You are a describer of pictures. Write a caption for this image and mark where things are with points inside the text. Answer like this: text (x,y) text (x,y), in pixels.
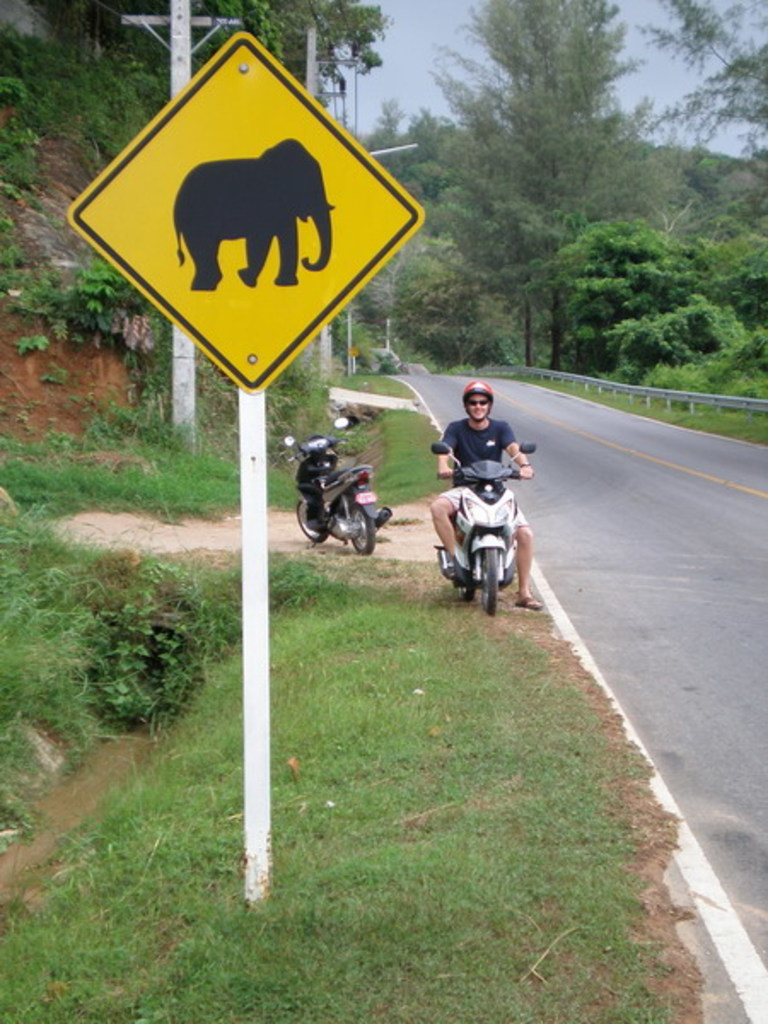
This picture is clicked in the outskirts (468,702). The man (487,445) in the middle of the picture (481,456) wearing a black shirt (470,428) and red helmet (467,396) is riding the bike (499,531). Behind him, we see a bike (346,514) which is parked on the road (384,539). At the bottom of the picture (352,907), we see grass (377,827). In front of the picture, we see a pole (252,781) and a board (189,108) in yellow color with elephant symbol (291,181) on it. On the right side (643,365), we see a road railing (606,385) and trees (623,355). On the left side (182,13), we see the electric poles (179,52) and a rock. In the right bottom of the picture (704,789), we see the road (662,656).
